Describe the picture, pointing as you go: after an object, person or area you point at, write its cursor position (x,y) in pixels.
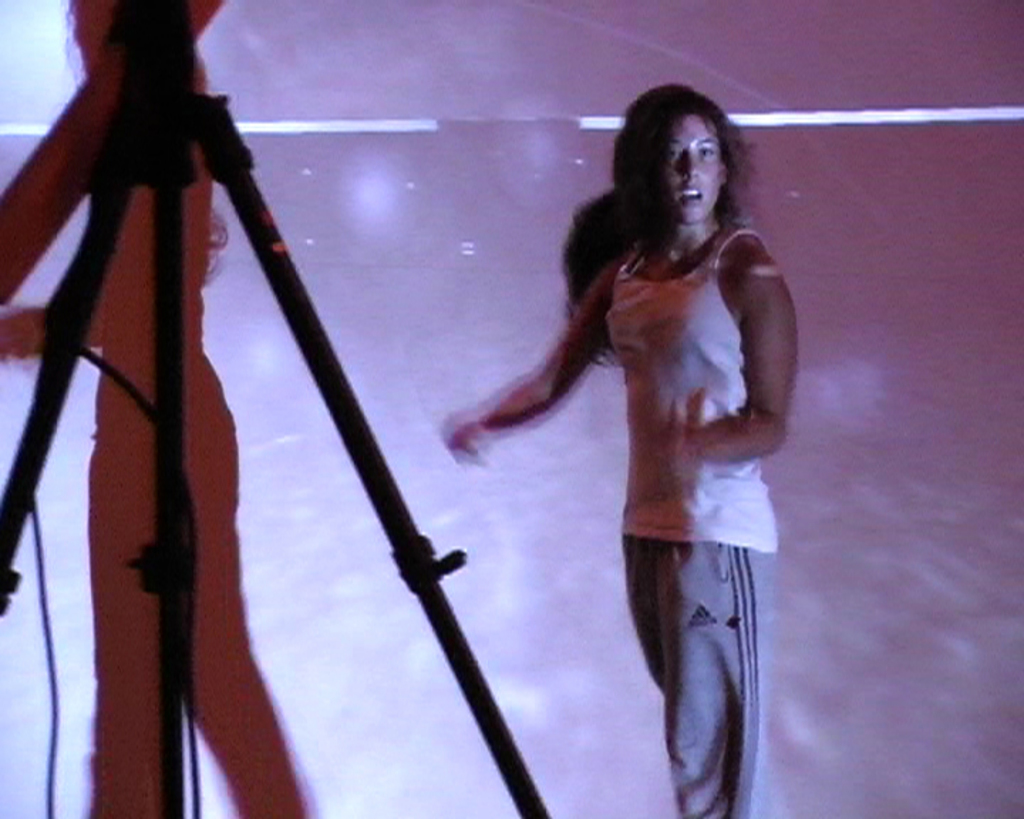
In this picture, we see the woman (704,359) is standing. I think she is trying to talk something. On the left side (307,322), we see a black color stand (412,523). Behind that, we see the shadow (141,607) of the woman (678,392). In the background (408,205), it is pink in color.
